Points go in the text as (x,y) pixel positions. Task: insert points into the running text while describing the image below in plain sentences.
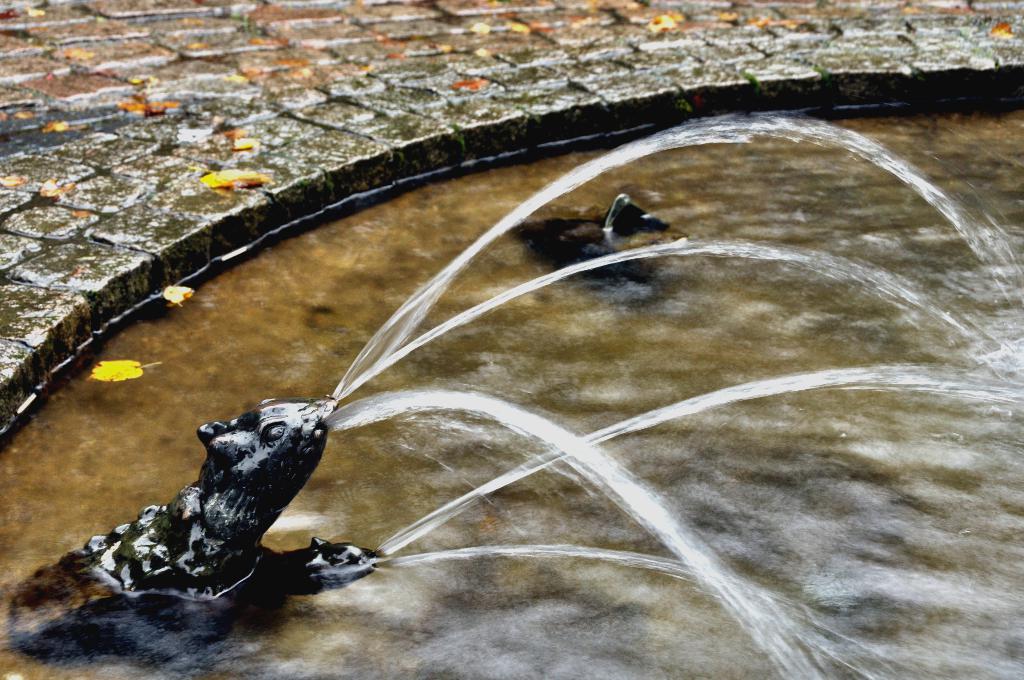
In this image we can see a fountain (399,159). There is a sculpture (263,522) of an animal (265,530). We can see the water (641,520) in the image. There are few leaves (241,173) on the ground (320,91).
